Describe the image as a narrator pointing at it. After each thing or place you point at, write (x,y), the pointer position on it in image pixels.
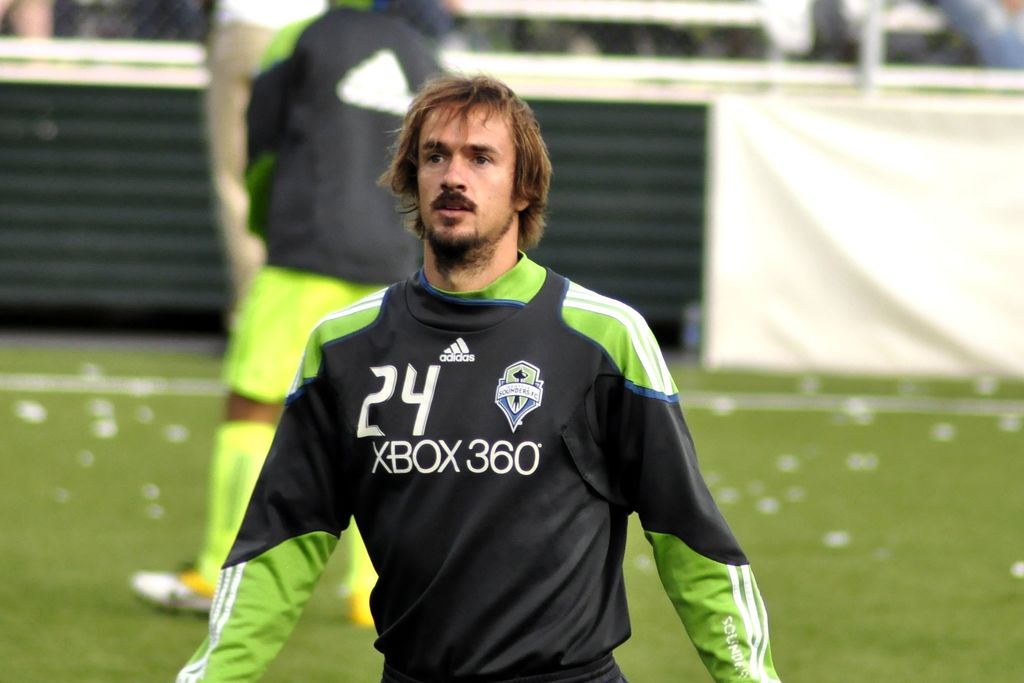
In this picture we can see a person (447,554), behind we can see few persons (383,240) are standing in the grass (807,520).
